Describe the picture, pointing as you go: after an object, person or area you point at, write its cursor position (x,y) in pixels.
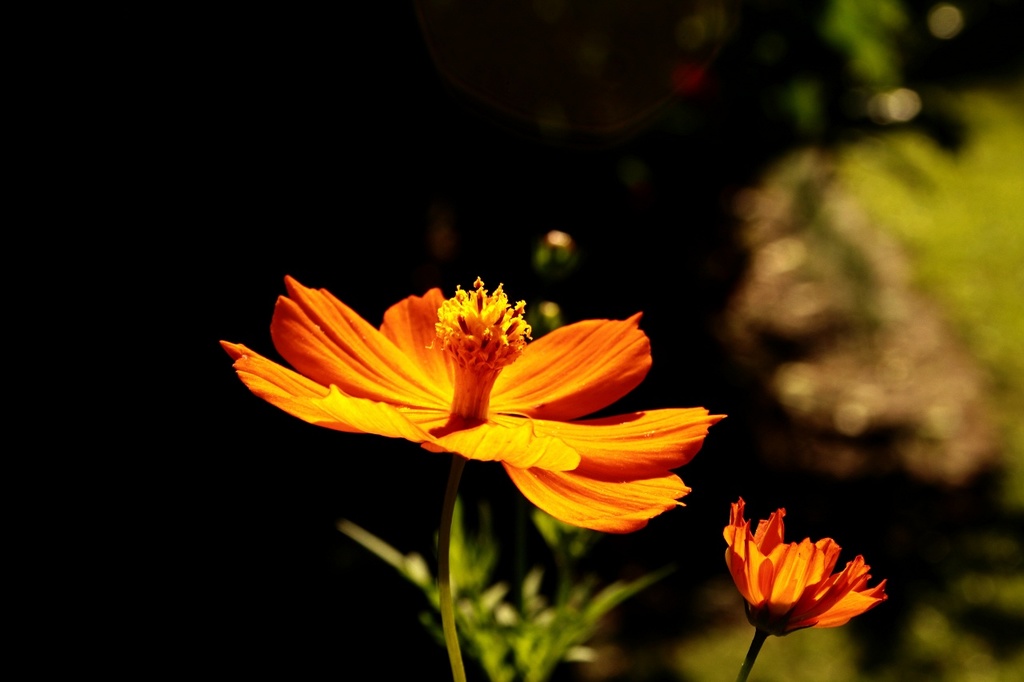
In the foreground of this picture (454,515) we can see the flowers (413,377) and the green leaves (563,629). The background of the image (1001,150) is dark. In the right corner (988,158) we can see the green grass (977,180).
